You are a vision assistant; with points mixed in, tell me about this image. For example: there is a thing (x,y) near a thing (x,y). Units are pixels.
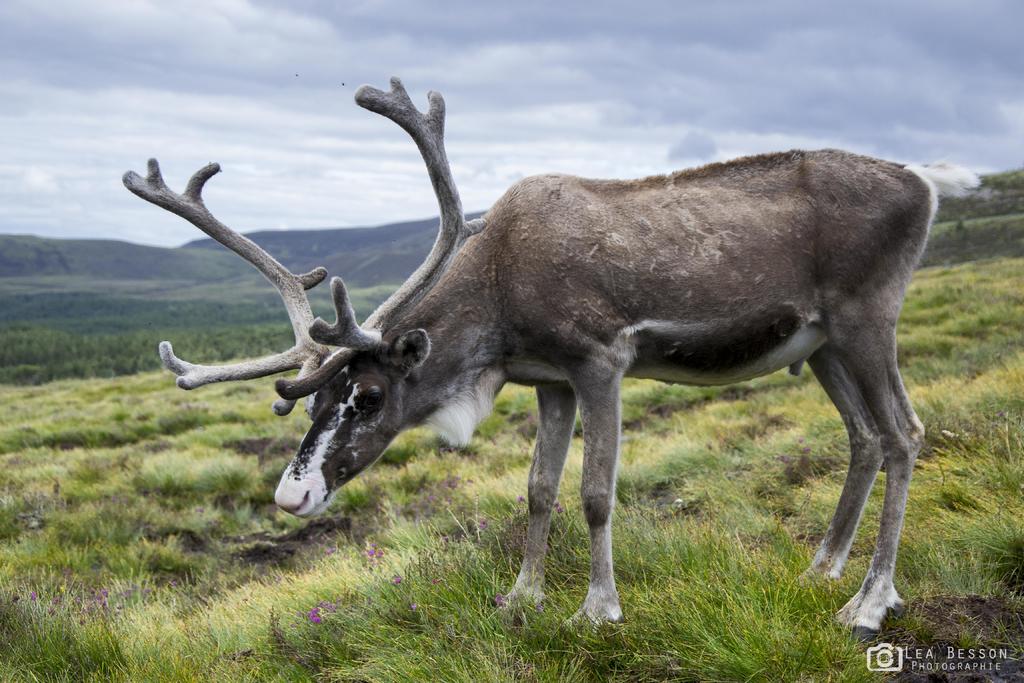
In this image in the front (444,364) there is an animal (489,360). In the background (122,437) there is grass (955,311) on the ground (1012,295), there are trees (187,334) and there are mountains (380,243) and the sky (524,112) is cloudy.
